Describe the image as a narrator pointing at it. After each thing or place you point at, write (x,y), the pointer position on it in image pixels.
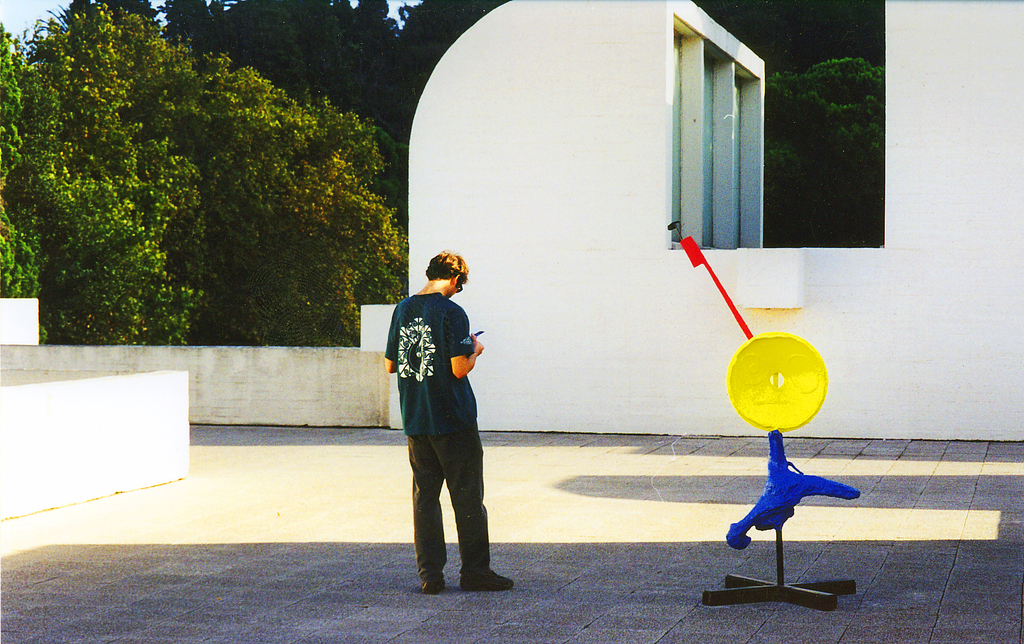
We can see a man (408,439) is standing and there is an object (700,260) on a stand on the floor (345,616). In the background (252,137) there are trees (214,22), wall (224,366) and sky (29,35).
